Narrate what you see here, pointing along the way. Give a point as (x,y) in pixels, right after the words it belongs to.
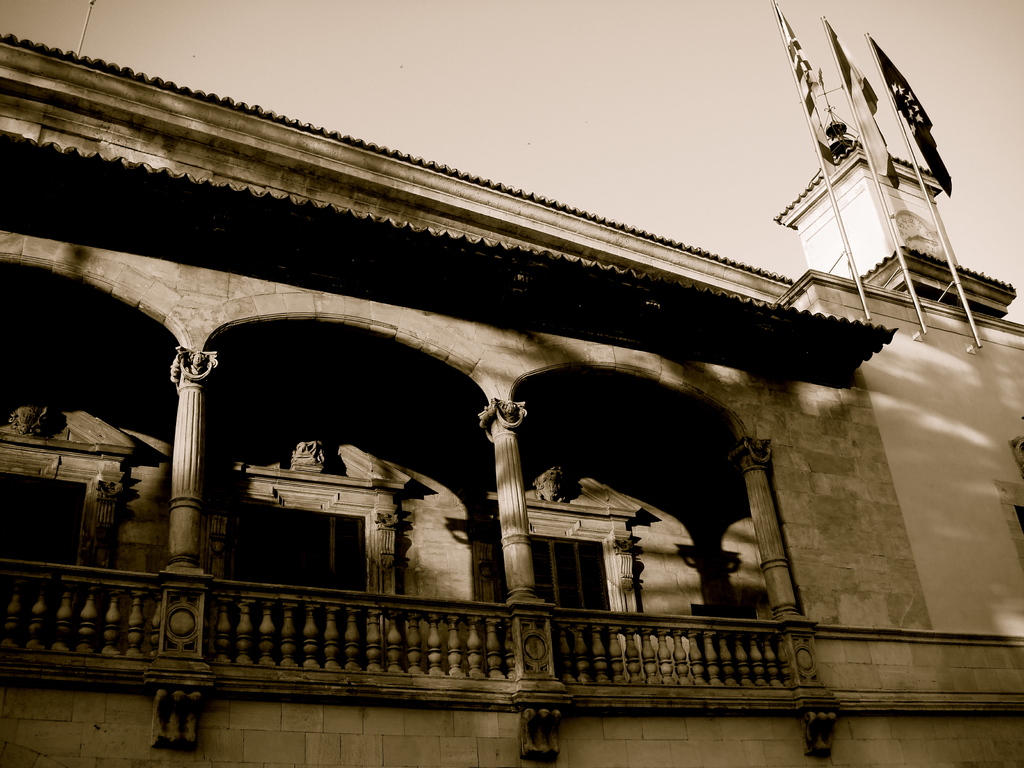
In this image we can see black and white picture of a building (923,525) with pillars (770,562), windows (549,564) and railing (603,624). On the right side of the image (873,137) we can see flags (924,149) on poles (893,113). At the top of the image (515,100) we can see the sky (480,87).
